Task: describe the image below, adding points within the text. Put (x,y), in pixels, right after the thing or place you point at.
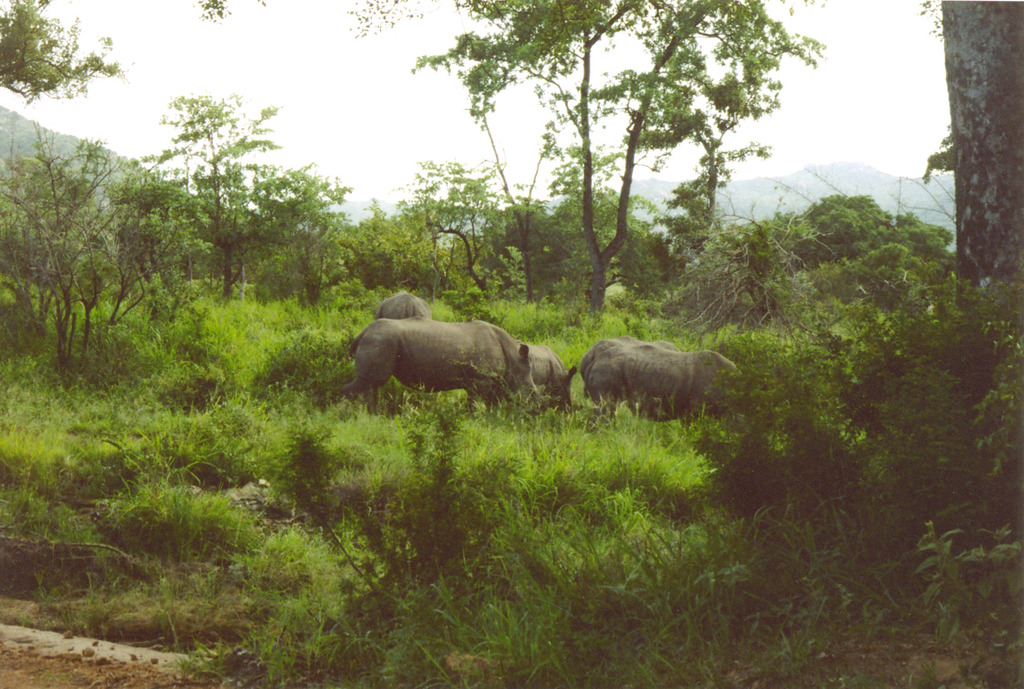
In the center of the image (514,393) we can see some animals (640,368). We can also see some grass (607,452), plants (906,569), the bark (962,221) of a tree (962,207) and a group of trees (701,185). On the backside (763,198) we can see the hills (721,210) and the sky (374,143) which looks cloudy.
